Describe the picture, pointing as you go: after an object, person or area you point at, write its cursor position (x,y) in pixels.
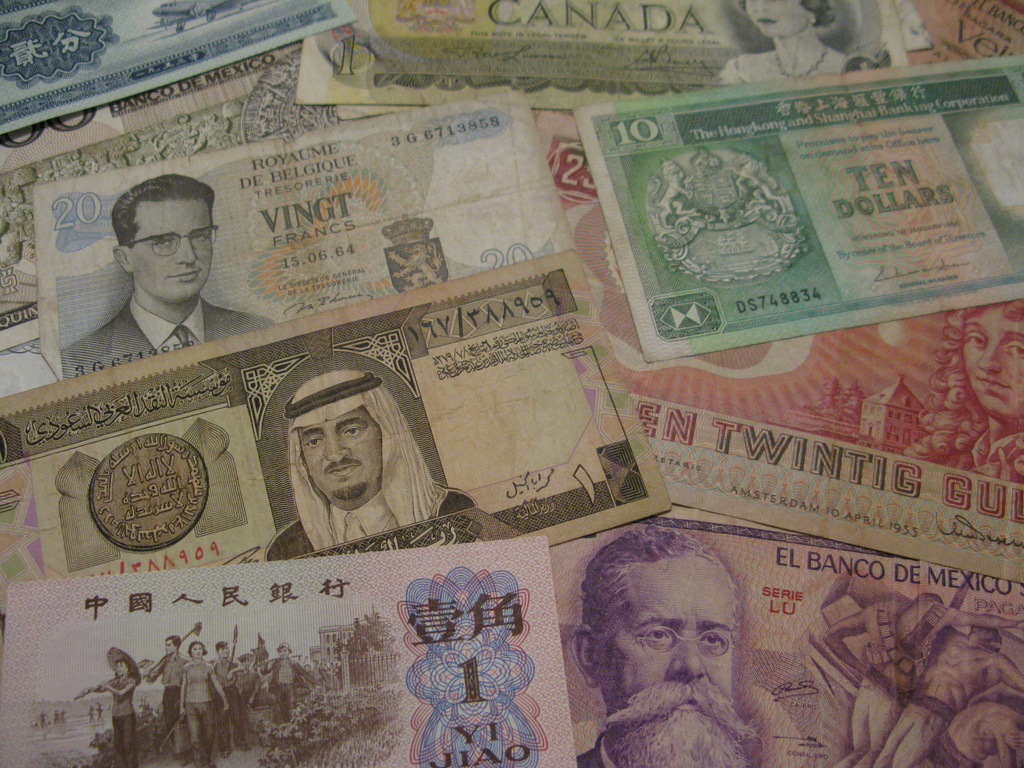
In this image we can see some currency notes (448,605).
